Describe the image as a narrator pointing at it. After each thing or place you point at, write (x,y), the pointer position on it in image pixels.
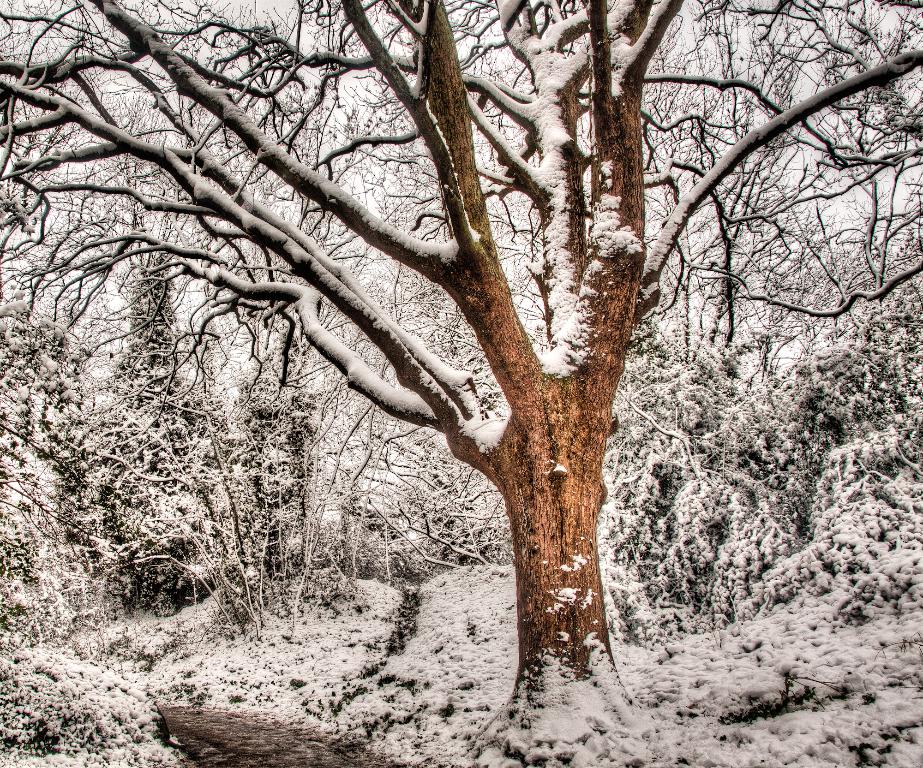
In this image we can see a group of trees (257,511) and a bark (535,511) of a tree (561,506) which are covered with the snow (53,685). On the backside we can see the sky (381,283).
